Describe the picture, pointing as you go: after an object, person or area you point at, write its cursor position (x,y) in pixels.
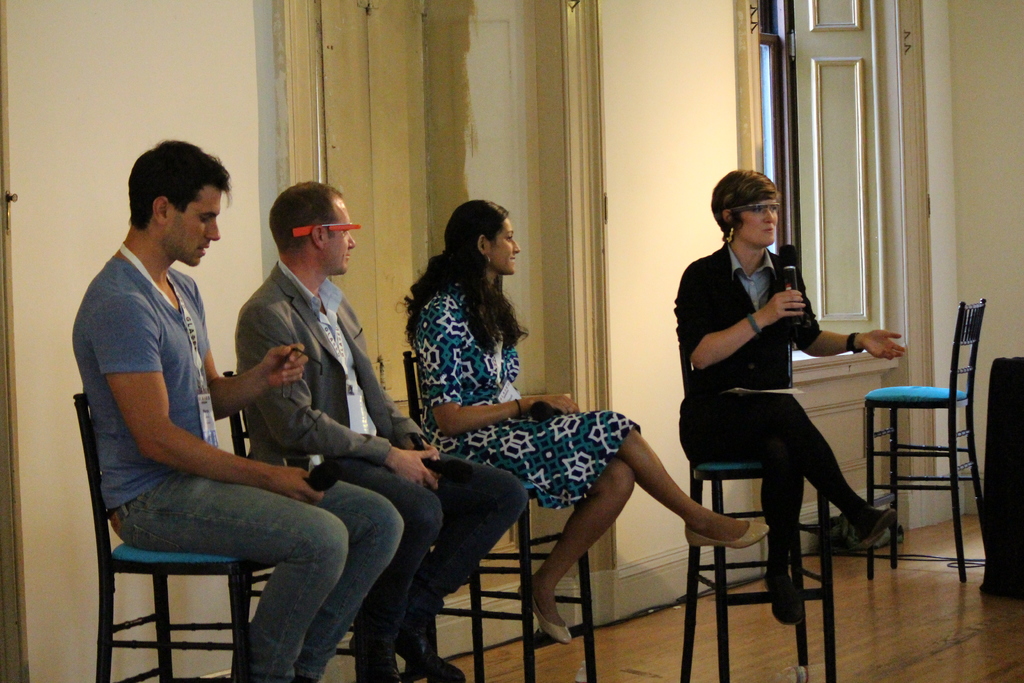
This picture shows a group of people (416,286) seated on the chairs (733,473) and we see a woman (730,284) speaking with the help of a microphone (788,311) in her hand (788,311).
